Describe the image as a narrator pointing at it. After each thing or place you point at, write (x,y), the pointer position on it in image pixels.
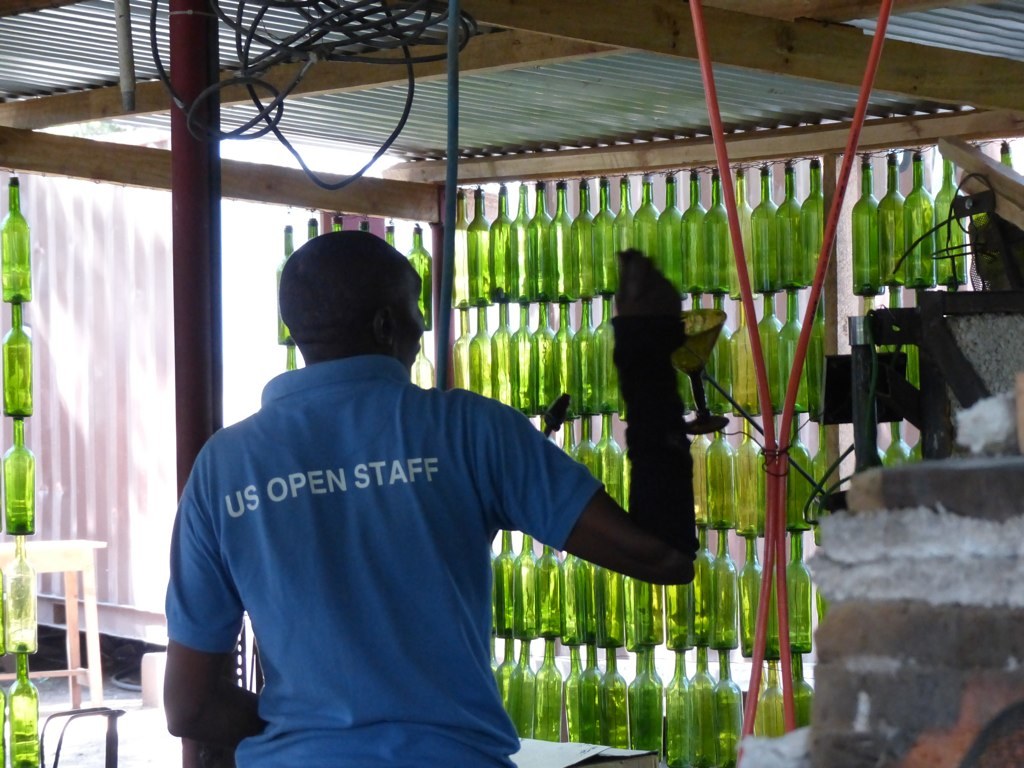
In this image I can see a person (378,605) wearing blue color t-shirt (391,518) and standing. In the background (591,222) I can see few green color bottles (701,228) are arranged in a format. This is an inside view. On the left side of the image (91,632) there is a table (65,563).
